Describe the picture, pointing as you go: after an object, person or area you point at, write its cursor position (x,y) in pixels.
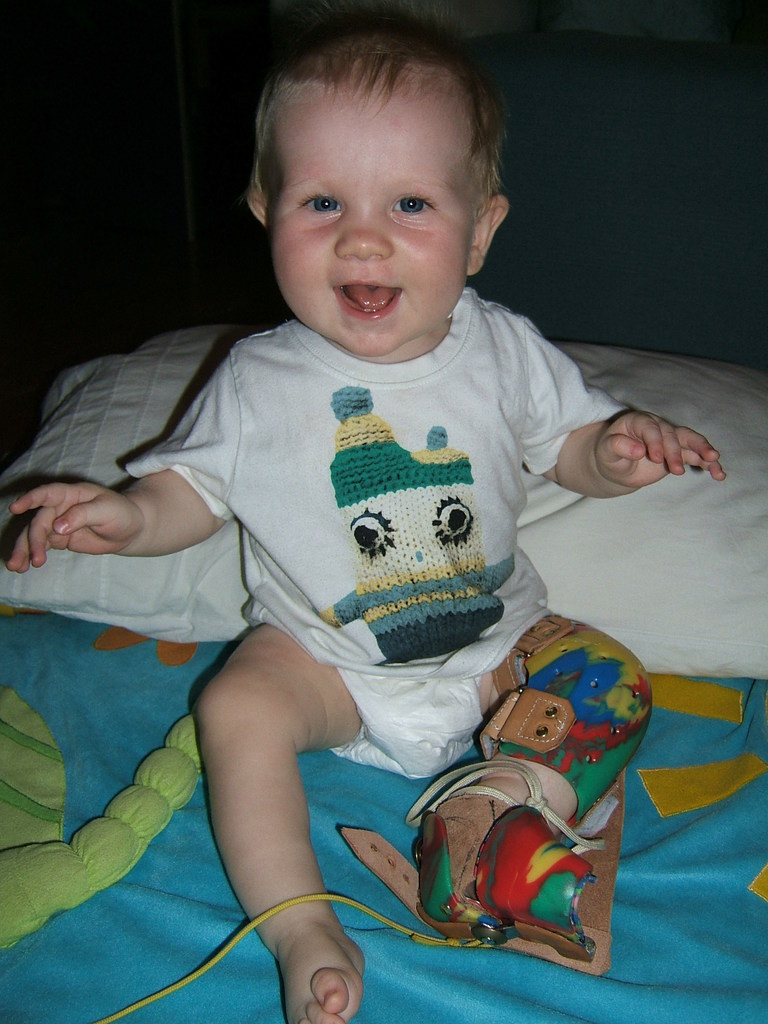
In this picture we can see a kid (303,712) is seated on the bed (303,761), and he is smiling, behind to him we can find a pillow (690,538).
